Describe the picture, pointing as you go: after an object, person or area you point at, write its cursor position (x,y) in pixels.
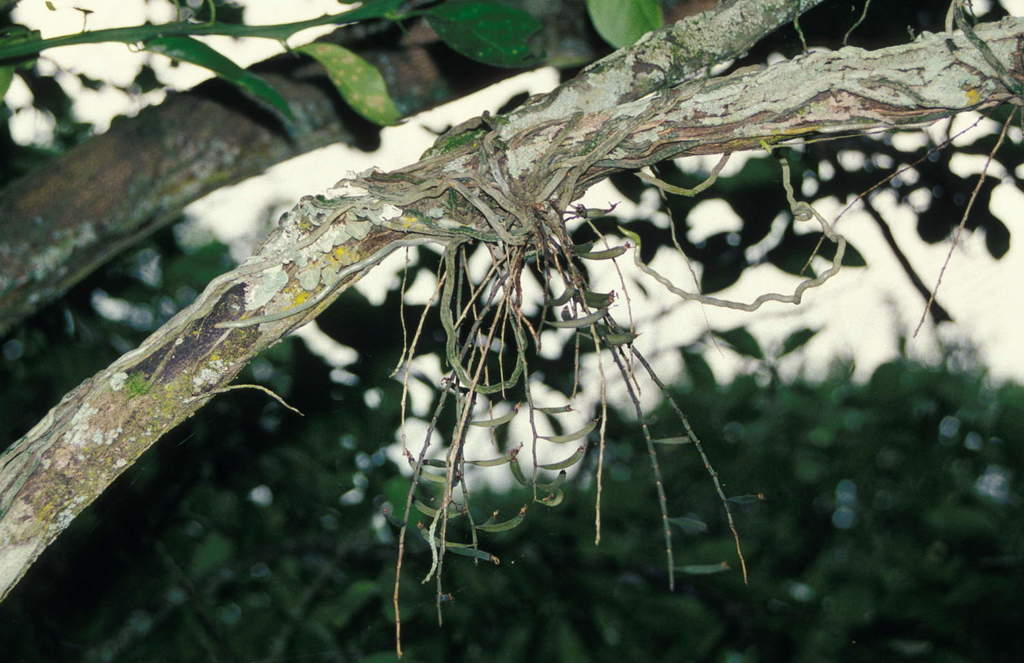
In this image we can see a tree (333,238), here is the branch (339,254), here are the leaves (441,467), at background (733,418) it is blurry.
